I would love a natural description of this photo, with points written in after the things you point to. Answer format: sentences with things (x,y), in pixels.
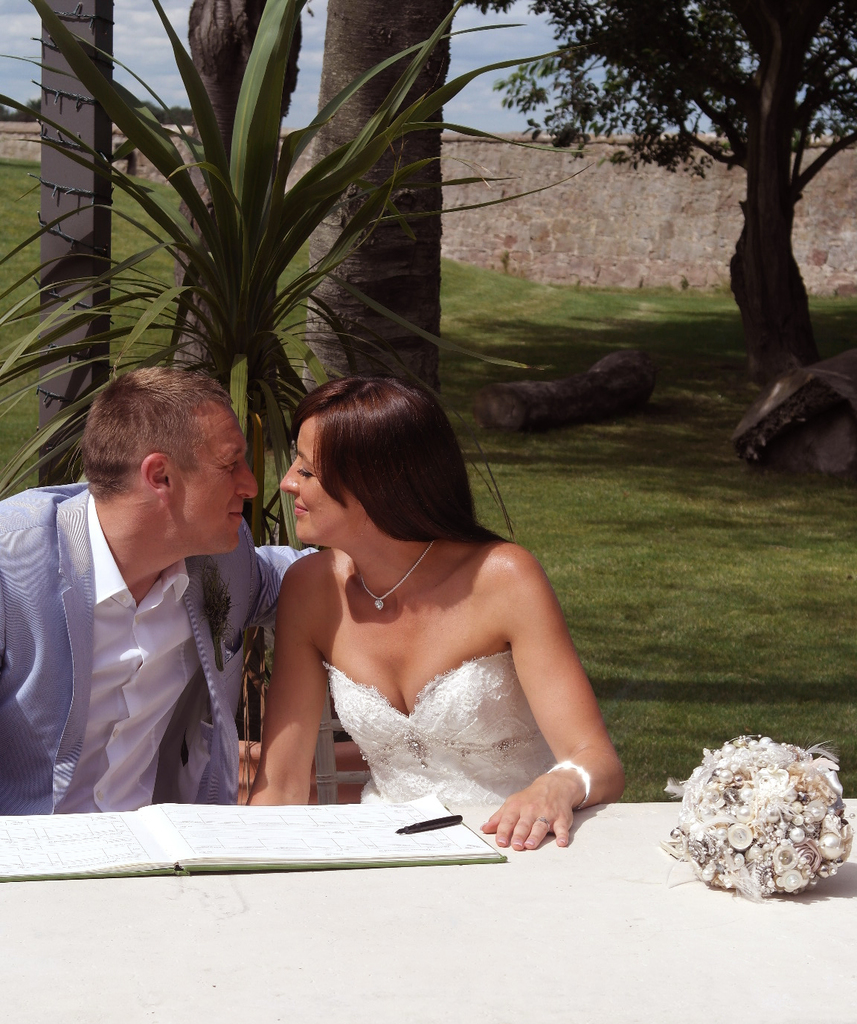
In this picture I can see there is a man (196,630) and a woman (536,746) sitting at the table (383,871) and they are smiling and there is a book (338,843) in front of them and the man (70,693) is wearing a blazer (61,667) and the woman (609,790) is wearing a white dress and in the backdrop (219,83) there is a wall (512,208), plants (93,73) and trees (410,106). The sky (527,54) is cloudy.
